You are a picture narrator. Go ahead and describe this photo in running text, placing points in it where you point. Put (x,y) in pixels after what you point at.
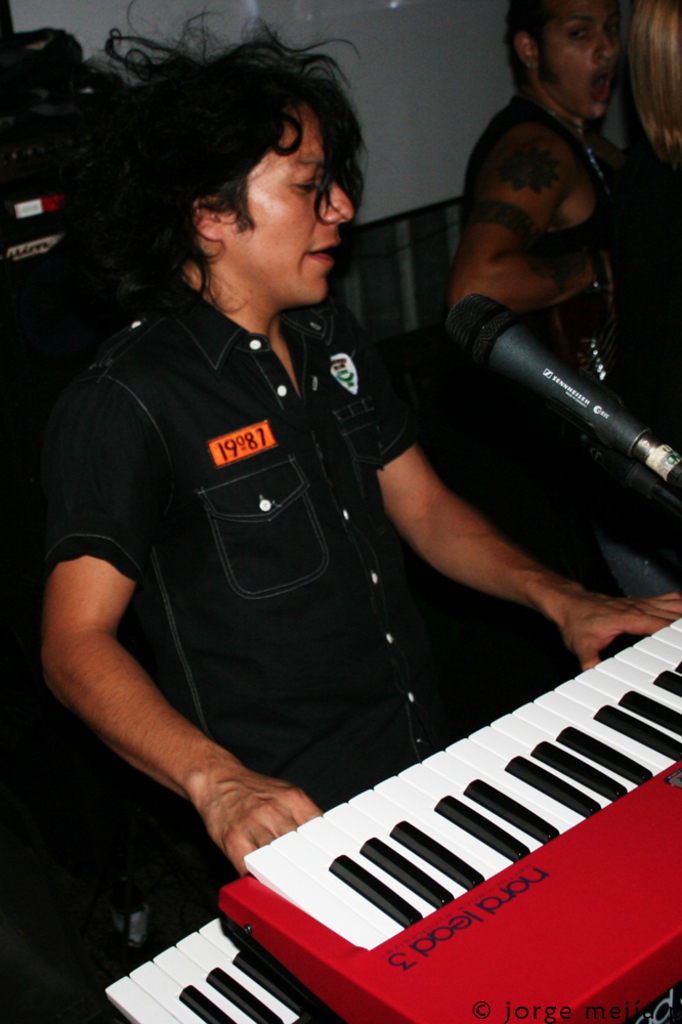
In this image we can see a person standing He is playing a piano (535,757) and singing on a microphone (525,333). Here we can see a person (527,4) and he is on the top right side (567,4).
